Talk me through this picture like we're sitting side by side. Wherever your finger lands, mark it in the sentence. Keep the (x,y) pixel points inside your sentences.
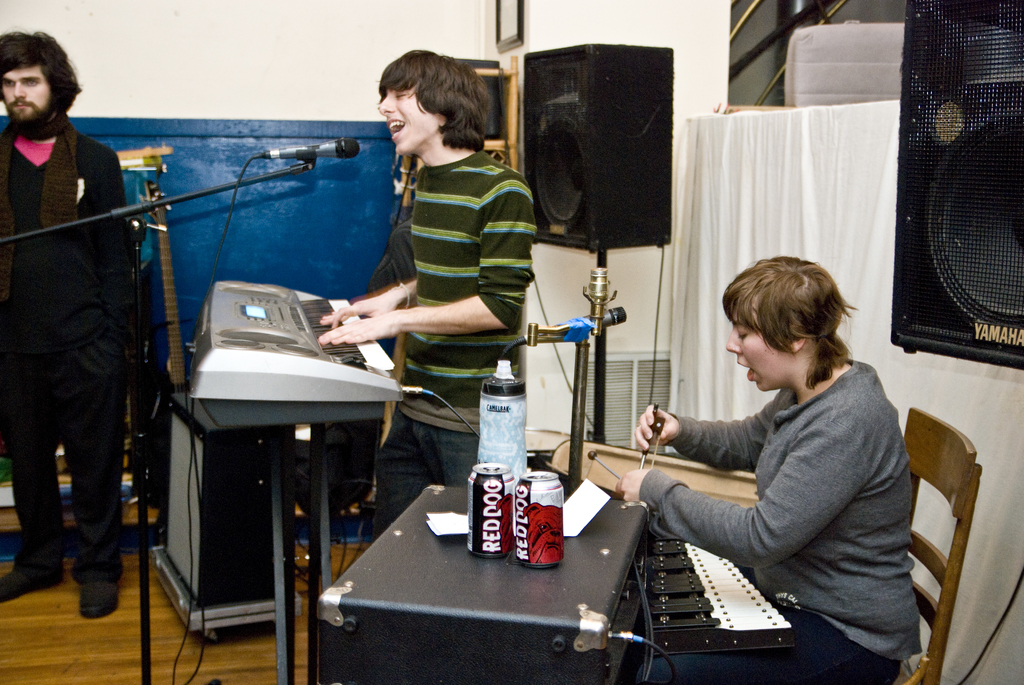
In this picture there are three people (100,143) one of them standing on the left side (70,287) and the other one is playing the piano (356,352) and singing and third person (870,665) is also singing and is holding some objects (613,475) and some beverage cans (518,497) kept on the table (478,583) and in the backdrop (639,134) the speakers (598,135) wall (715,91) and curtain (740,184).
